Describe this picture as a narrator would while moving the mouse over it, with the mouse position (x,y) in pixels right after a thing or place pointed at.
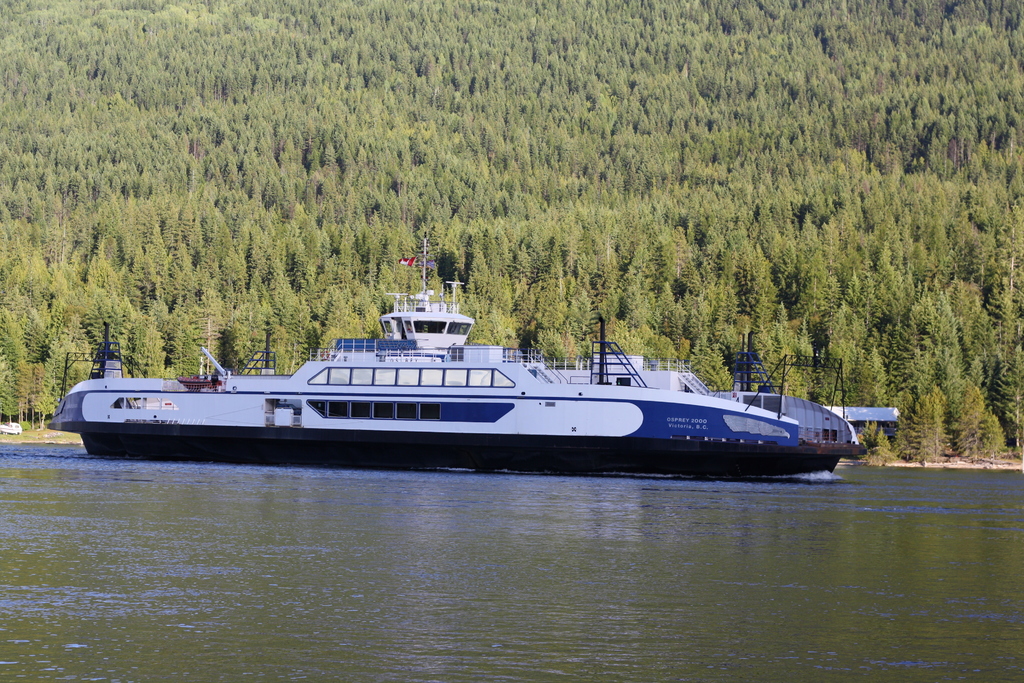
In the image there is a boat (432,404) in the middle of the lake (692,546) and behind there are trees (530,196) all over the place.
